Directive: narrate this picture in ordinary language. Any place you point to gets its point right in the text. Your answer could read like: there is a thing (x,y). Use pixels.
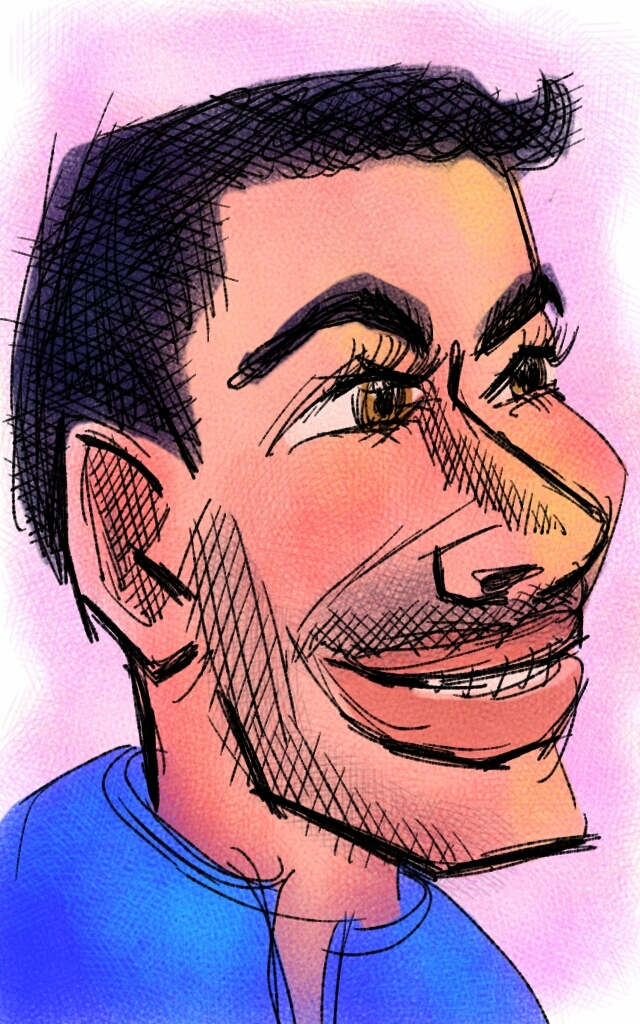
In this image there is sketch (272,583) of a man (338,376) wearing blue t-shirt (201,936).
